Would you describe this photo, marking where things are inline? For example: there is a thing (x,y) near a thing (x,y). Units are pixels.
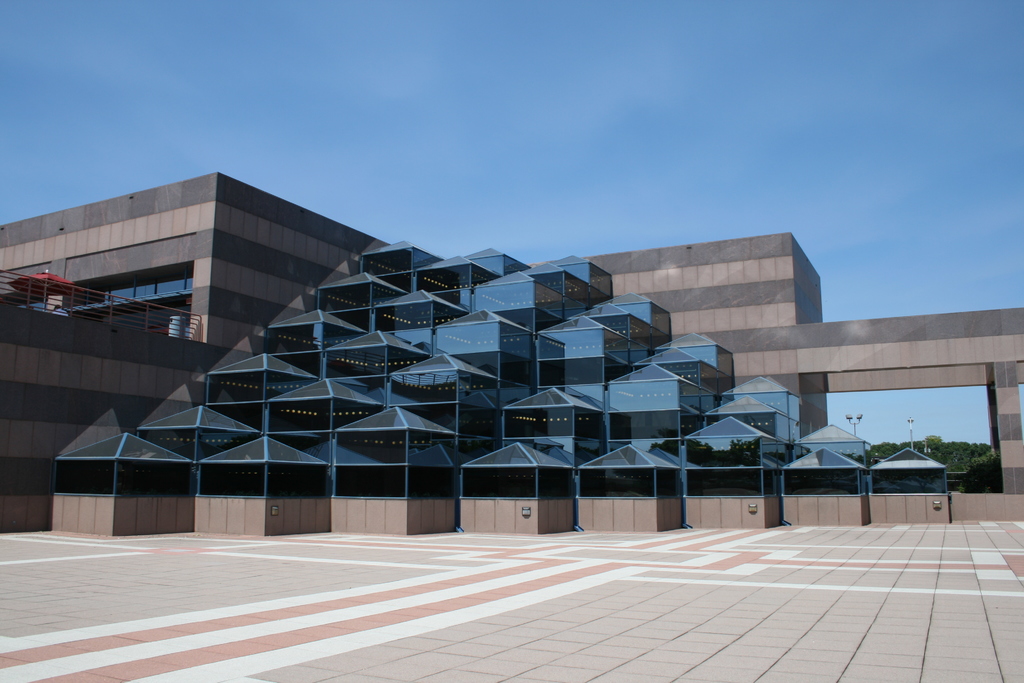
In this picture we can see the floor (373,588), building (488,437), umbrella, fence (59,299), trees (969,459), poles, some objects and in the background (495,104) we can see the sky (464,103).
